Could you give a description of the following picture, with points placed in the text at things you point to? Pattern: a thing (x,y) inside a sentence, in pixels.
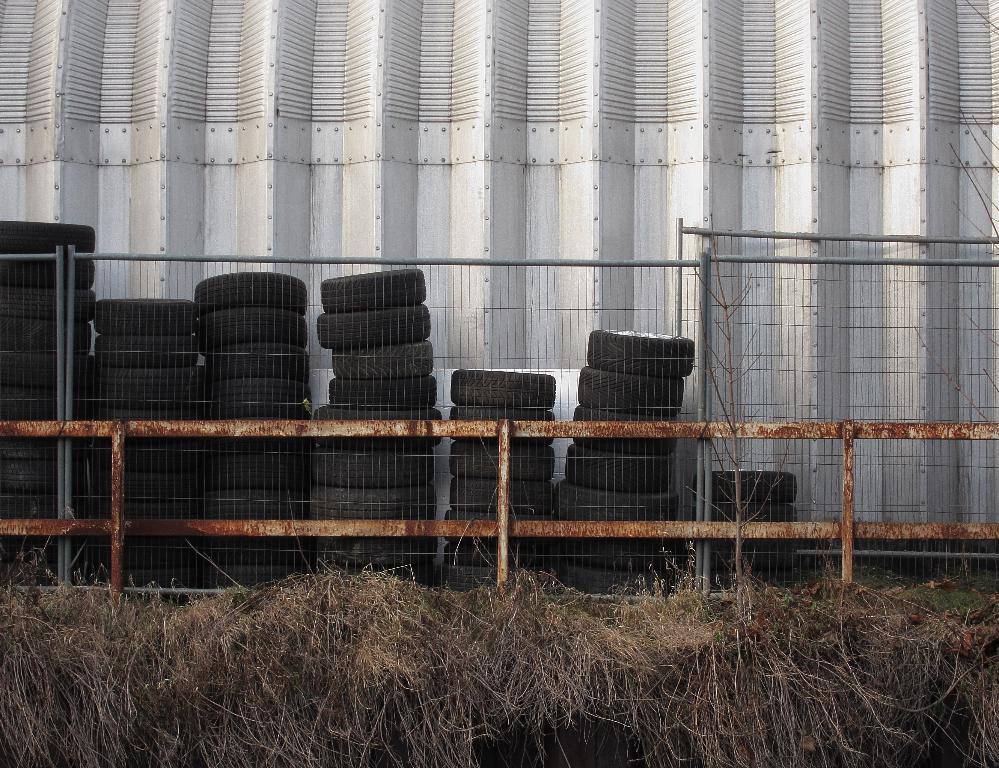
In this picture there is dried grass (933,640) at the bottom side of the image (11,711) and there is a boundary (61,496) in the center of the image (361,396) and there are tires (324,302) inside the boundary (347,436).
